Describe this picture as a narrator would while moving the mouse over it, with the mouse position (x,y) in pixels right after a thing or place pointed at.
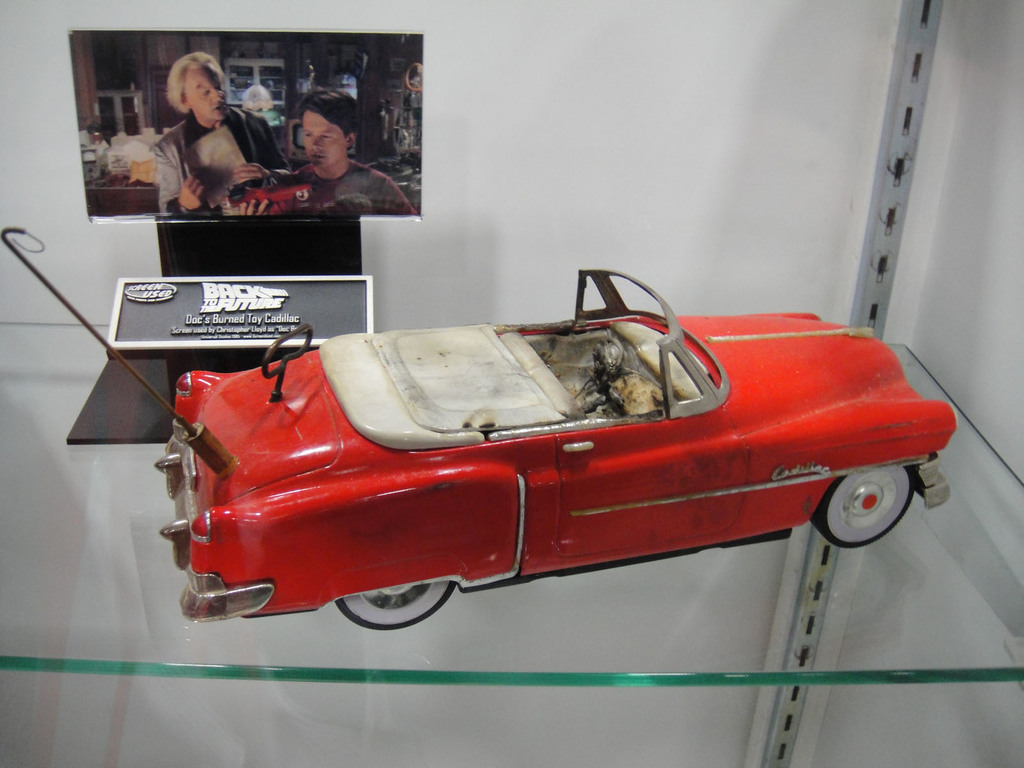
In this picture I can observe a toy car (484,398) on the glass desk (100,496). This car (295,572) is in red color. On the left side (267,108) I can observe a photograph (252,102). In the background (597,124) there is a wall (609,139).
